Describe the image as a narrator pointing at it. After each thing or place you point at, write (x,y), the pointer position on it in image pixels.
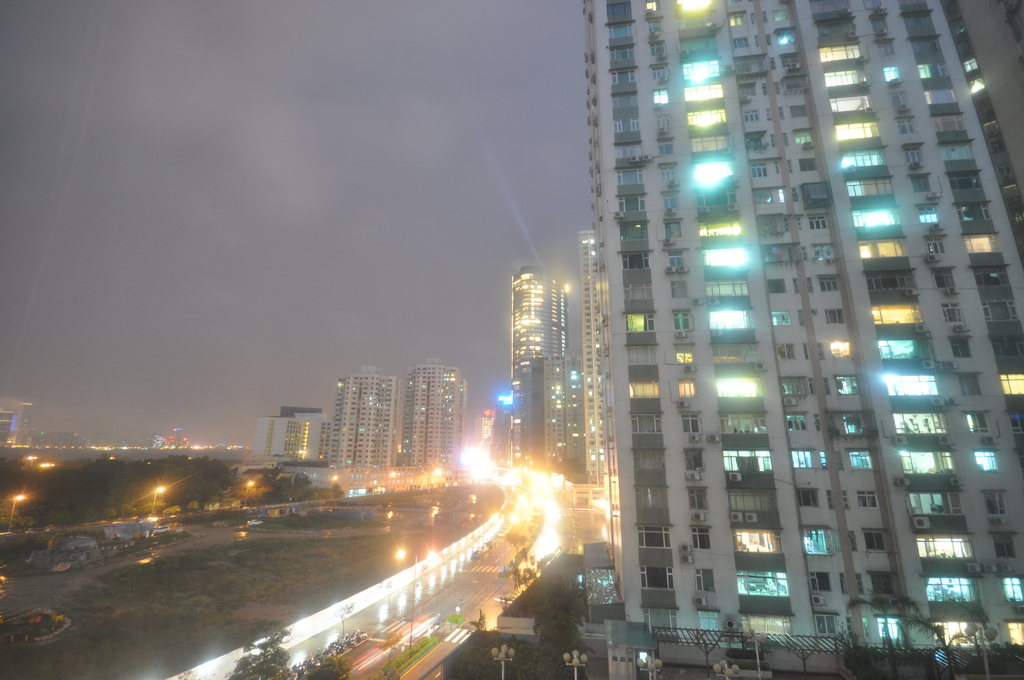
In the image in the center (581,368) we can see buildings (699,308), lights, windows (839,393), trees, poles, few vehicles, plants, grass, tents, road (503,581) and ground (208,529). In the background (301,261) we can see the sky (176,216) and clouds (150,273).
